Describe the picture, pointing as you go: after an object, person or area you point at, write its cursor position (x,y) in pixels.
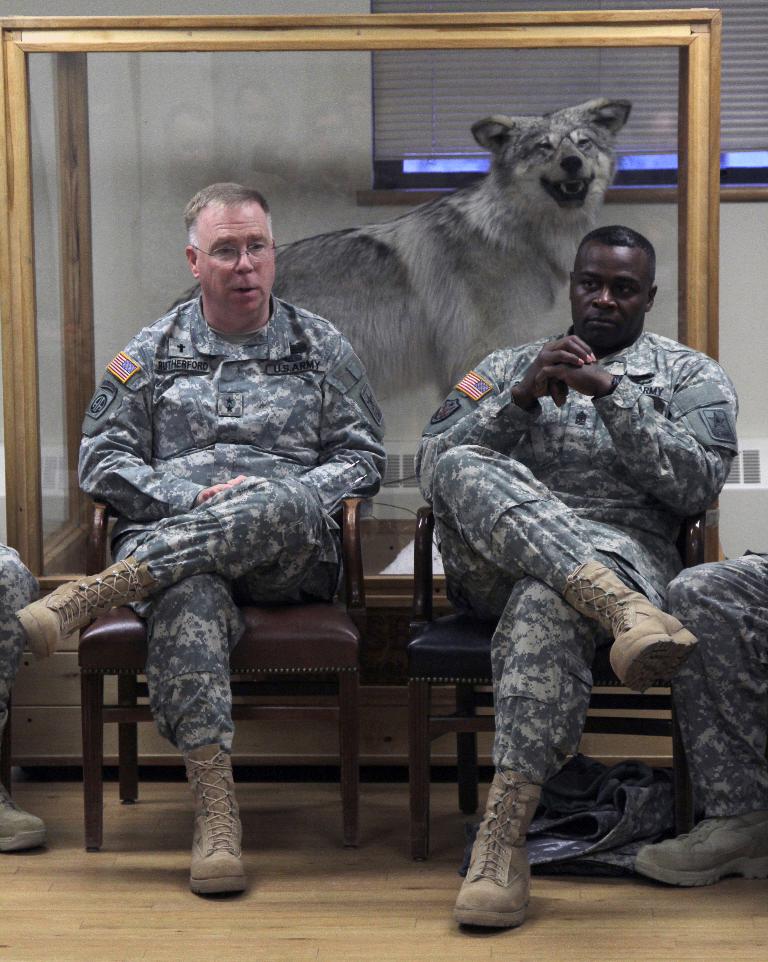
In this image we can see some soldiers (552,629) sitting on chairs (466,751) and at the background of the image (467,227) there is animal (396,231), wall (94,189) and curtain (480,61).
